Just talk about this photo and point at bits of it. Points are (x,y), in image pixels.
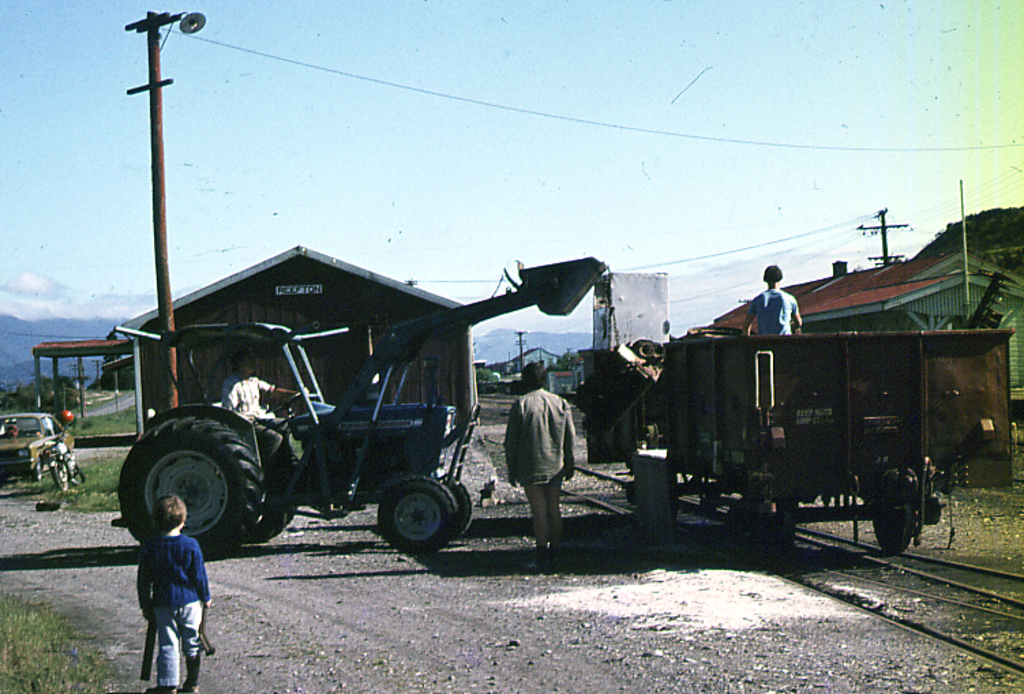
In this image there are vehicles (450,511) and in front of it there are people (545,384) and behind it there are poles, houses (194,320), mountains (36,340) and a few other objects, in the background (246,243) we can see the sky (246,243).
